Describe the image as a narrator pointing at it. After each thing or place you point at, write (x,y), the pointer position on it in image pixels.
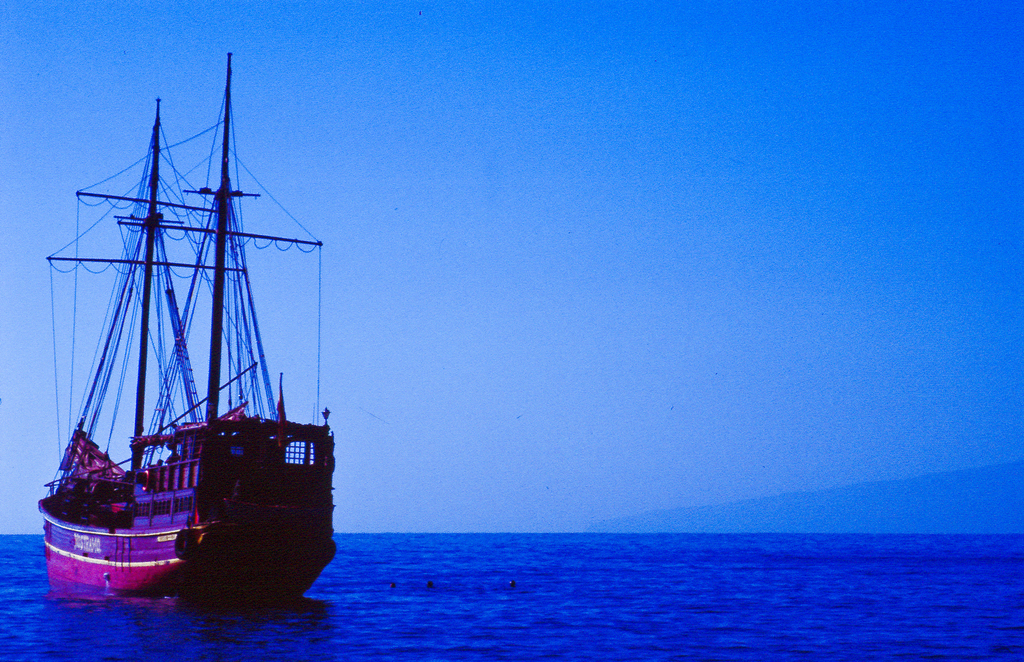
In this image I see a boat (269,191) over here and I see many wires (117,344) to the poles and I see the water (669,537). In the background (780,331) I see the sky (634,140).
